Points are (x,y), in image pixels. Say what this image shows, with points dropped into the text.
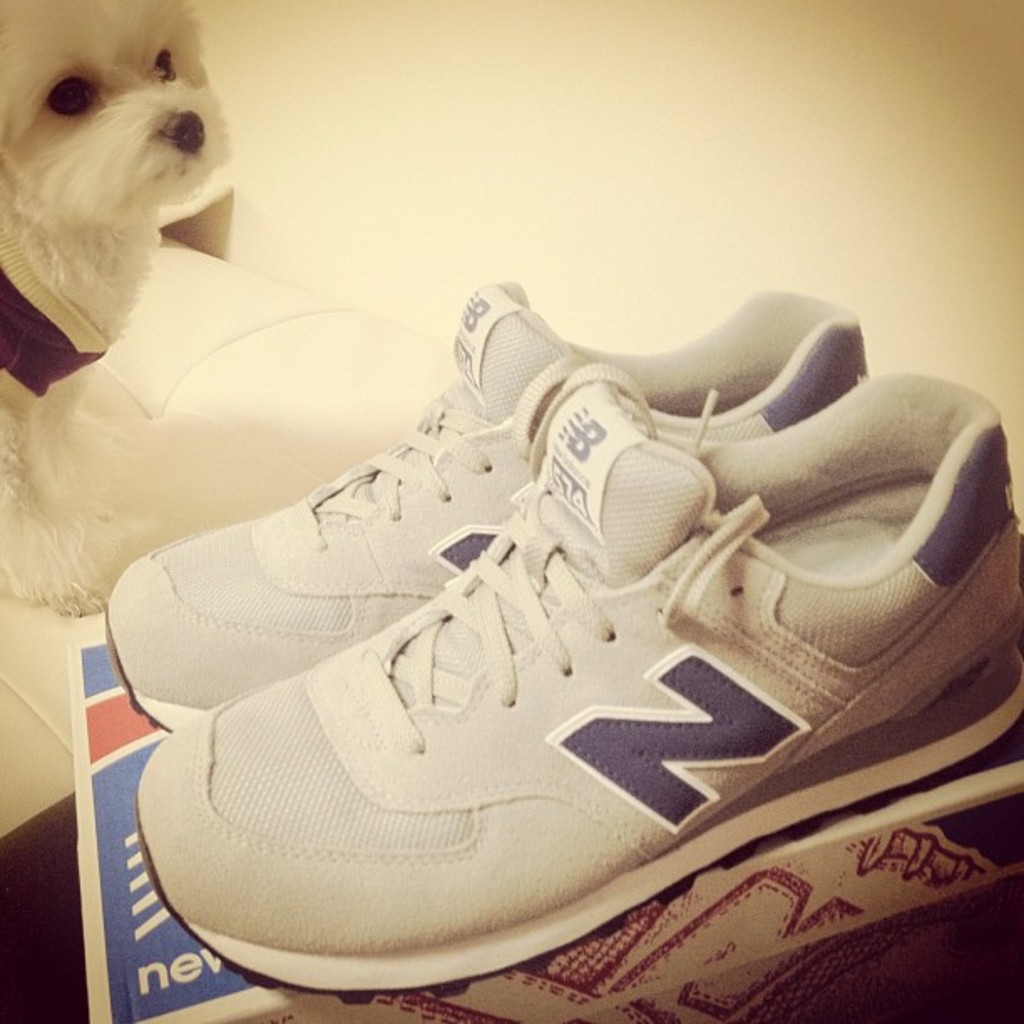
In this image there is a pair of shoes (445,509), beside that there is a dog (88,328) on the sofa (180,361). In the background (639,163) there is a wall (787,210).
